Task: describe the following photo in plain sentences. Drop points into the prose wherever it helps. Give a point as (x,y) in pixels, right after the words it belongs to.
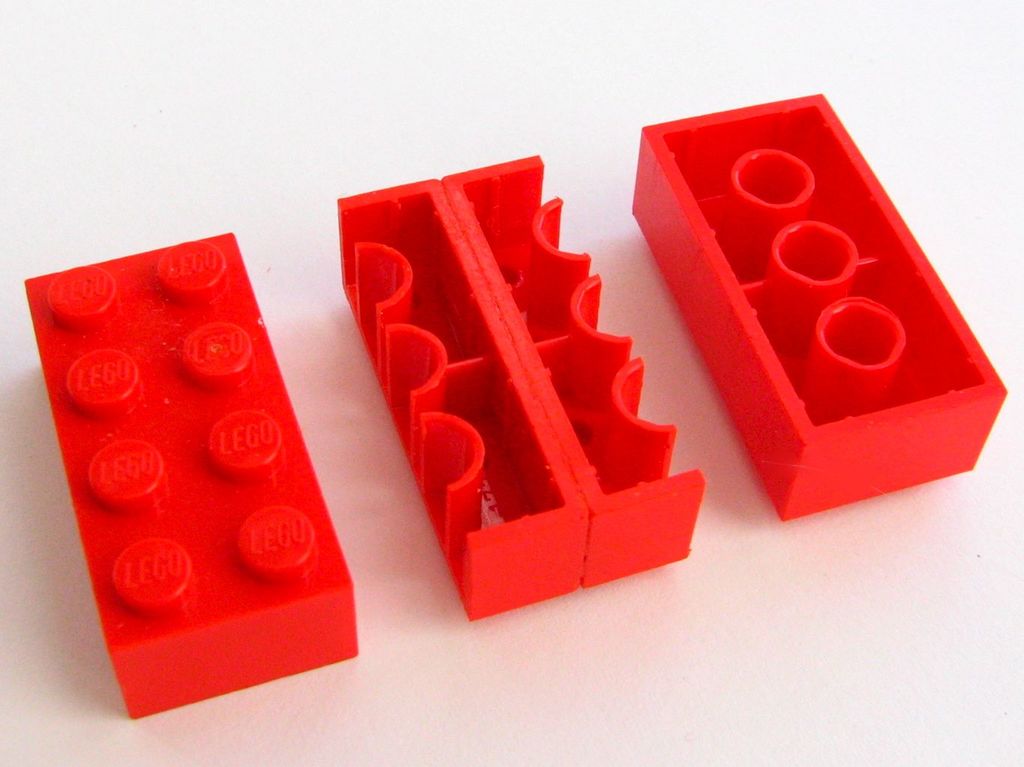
There are red color building blocks (526,313) in the image.
